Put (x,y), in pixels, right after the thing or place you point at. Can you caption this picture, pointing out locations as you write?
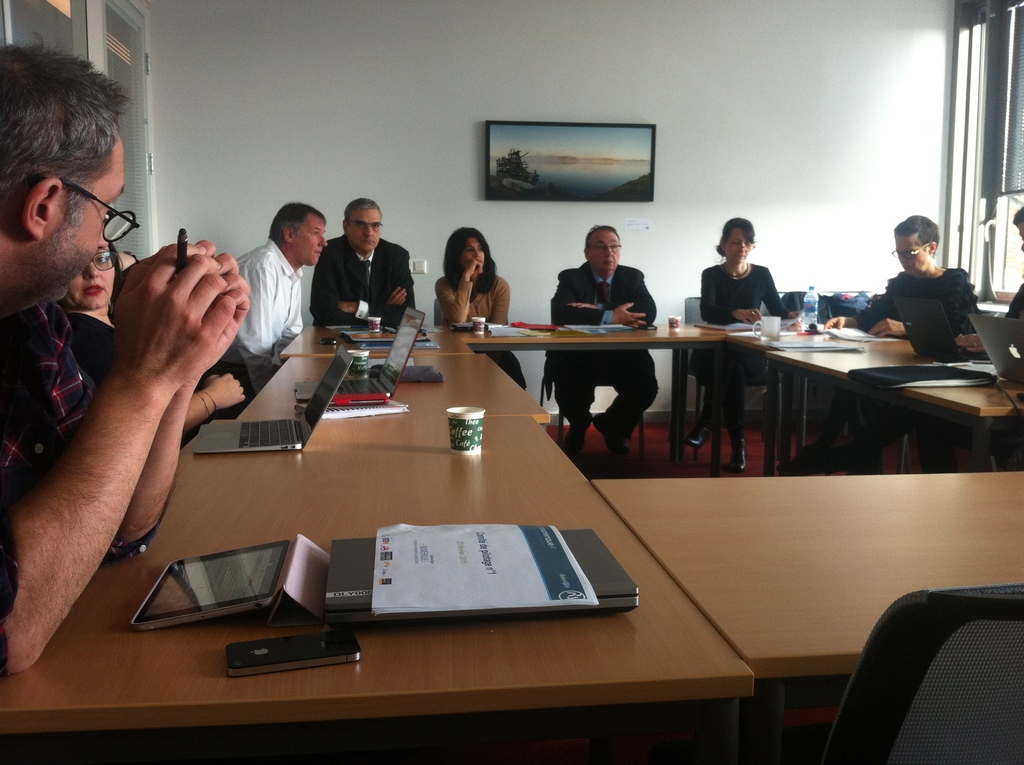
There is a group of people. They all are sitting in a chair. On the left side (25,347) we have a two persons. The two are looking forward. The check shirt person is holding a pen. There is a table (401,430). There is a laptop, glass (455,449), mobile phone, another laptop (392,368), bottle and glass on the table (404,447). On the background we can see photo frame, walls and doors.
